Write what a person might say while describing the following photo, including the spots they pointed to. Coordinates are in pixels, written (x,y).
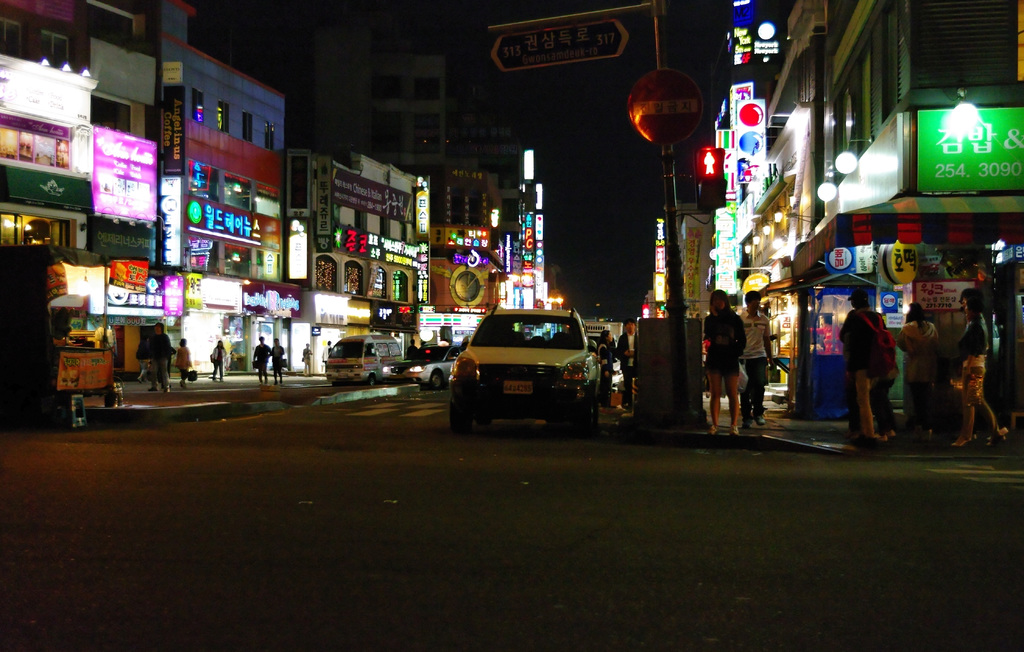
In this image we can see a group of people (919,384) walking on the path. In the middle of the image (528,402) we can see a group of cars (589,362) parked on the road (398,470). In the background (954,339), we can see a group of buildings (712,217), poles (664,192), lights (179,232) and the sky (601,189).
